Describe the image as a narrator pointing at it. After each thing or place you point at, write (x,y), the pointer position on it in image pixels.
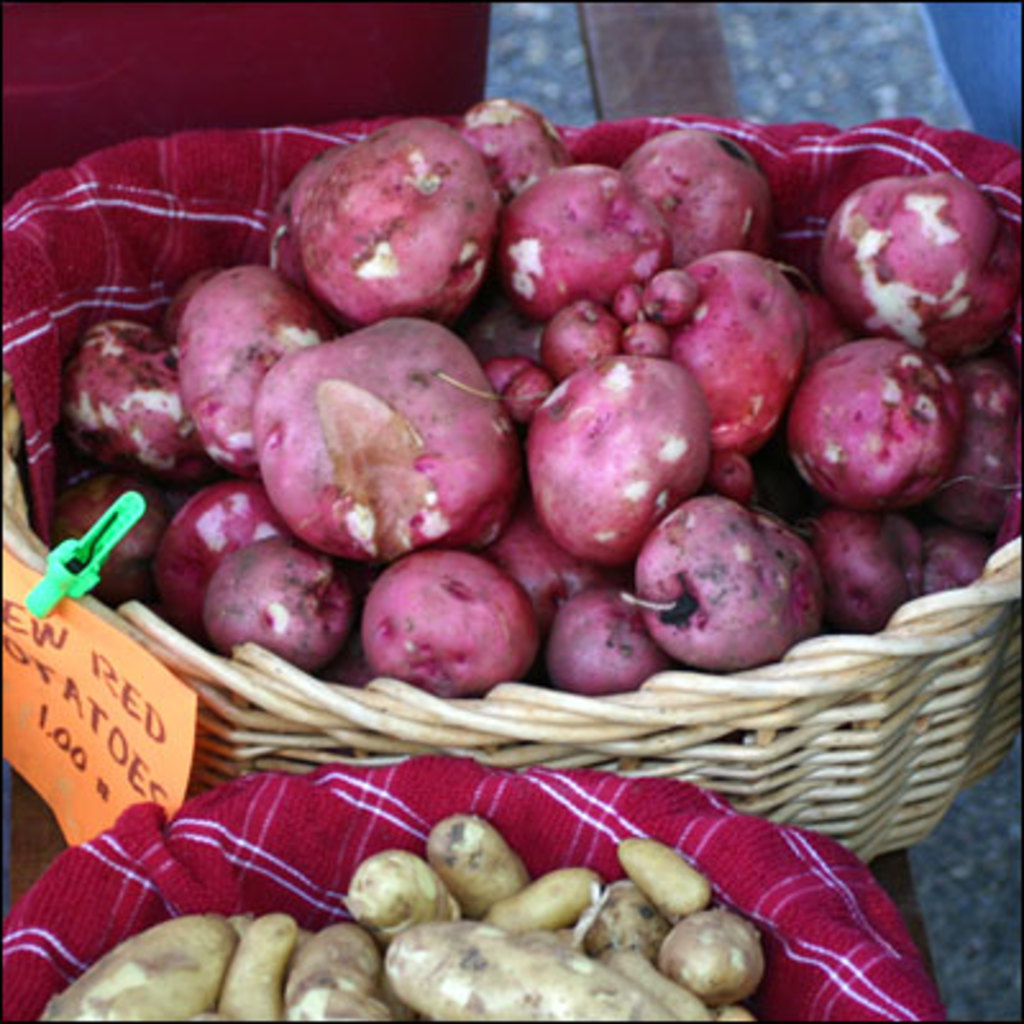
This image consists of red potatoes (273,548) in the basket (647,756) are kept on a bench (33,801).
